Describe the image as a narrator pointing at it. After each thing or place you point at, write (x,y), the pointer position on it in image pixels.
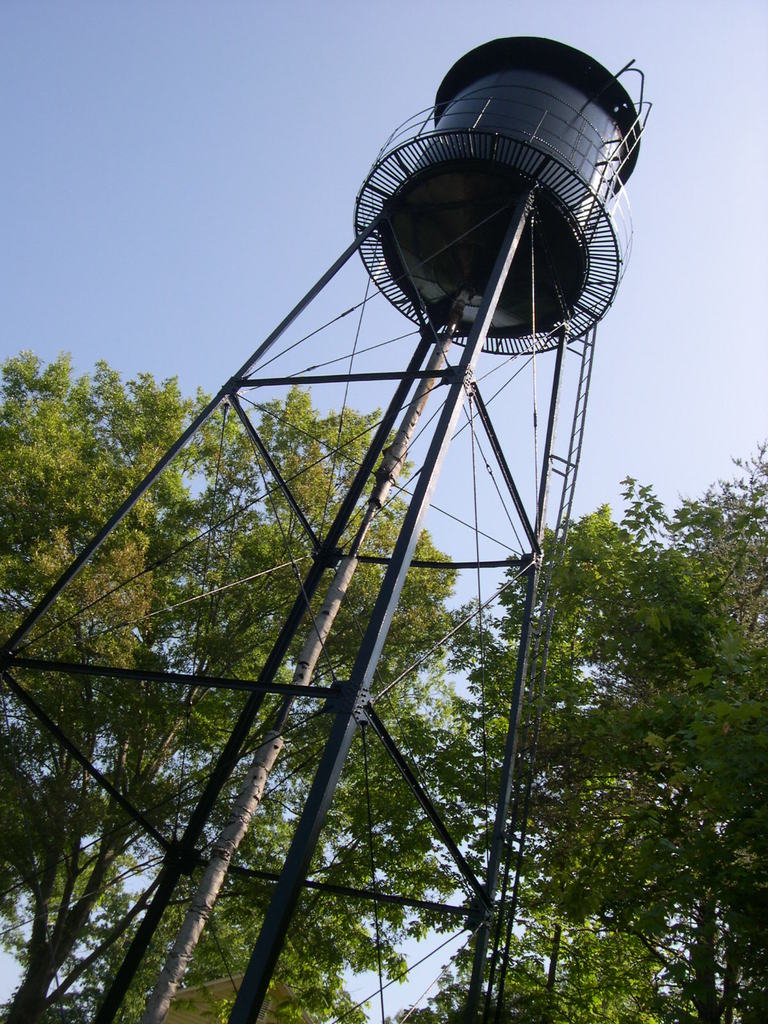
As we can see in the image there are trees (83,726) and tank (441,309). On the top (246,215) there is sky (248,184).
